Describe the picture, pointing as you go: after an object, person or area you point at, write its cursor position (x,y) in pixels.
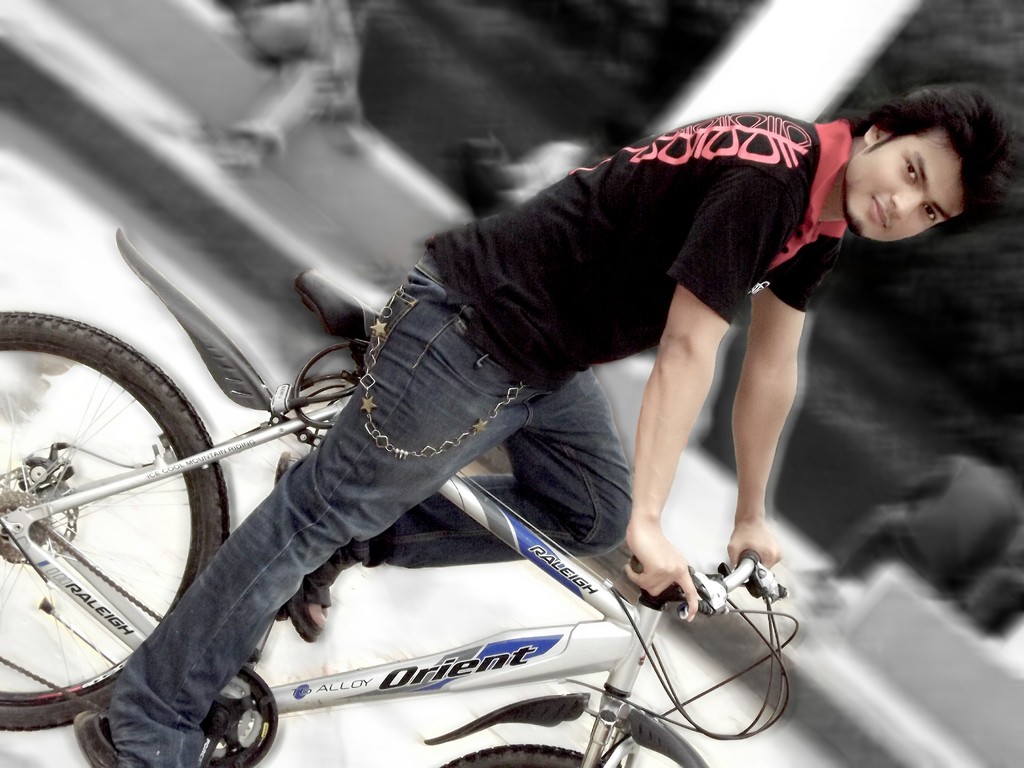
Boy (523,409) riding bicycle (266,404).
